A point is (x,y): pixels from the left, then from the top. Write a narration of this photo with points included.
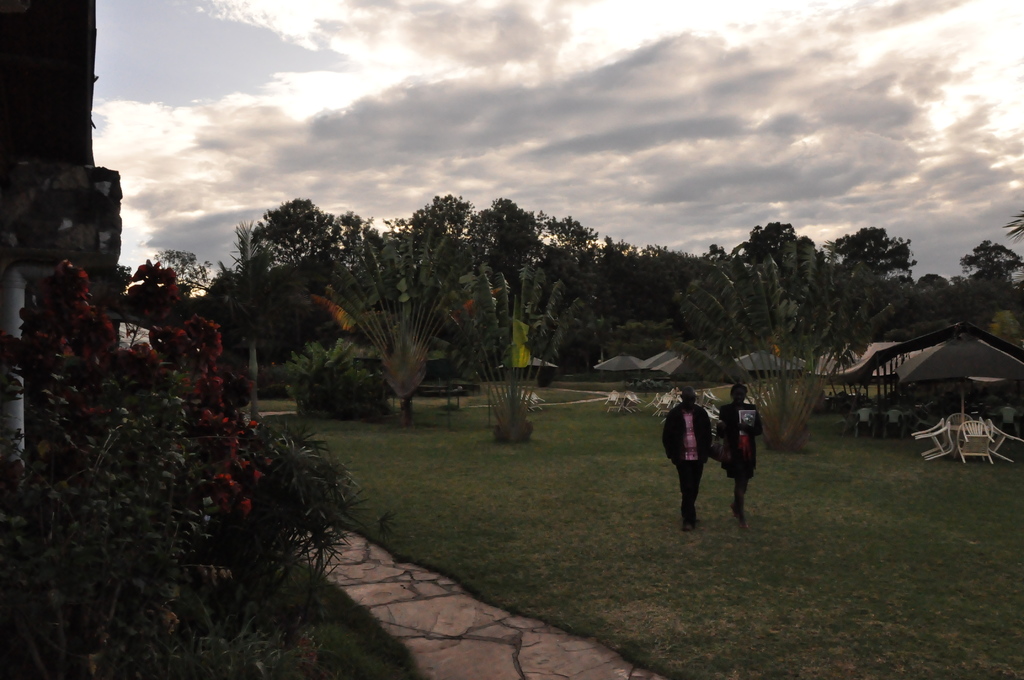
On the left (184,497) there are trees (162,463), flowers (75,313) and buildings (38,139). In the center of the picture (681,411) there are two persons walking and there is grass (682,559). In the background (635,367) there are umbrellas (939,371), tents (909,382), chairs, tables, people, plants (489,340) and trees (774,286). Sky (853,74) is cloudy.
